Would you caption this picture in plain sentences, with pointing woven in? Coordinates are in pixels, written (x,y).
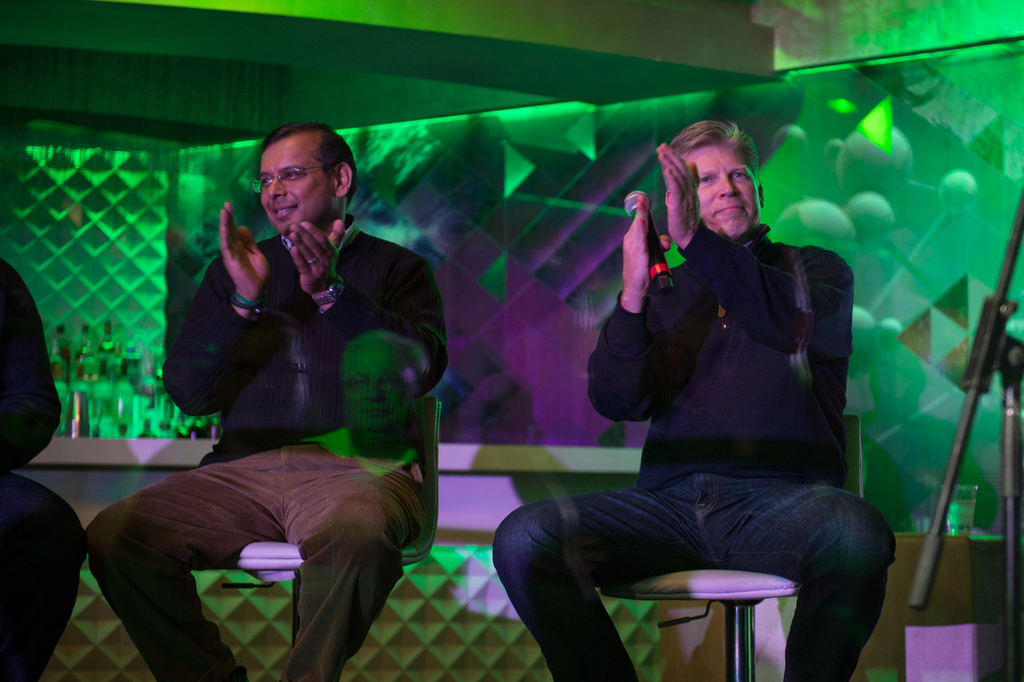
This picture describe about the man (757,418) wearing black color jacket (762,430) holding a microphone (657,254) in the hand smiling and clapping the hand (685,217) sitting on the white color chair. Beside we can see another man (374,499) wearing a black color jacket (349,333), smiling and clapping the hand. Behind we can see a green color bar counter (177,461) in some bottles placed on the left corner of the wall (181,234).
